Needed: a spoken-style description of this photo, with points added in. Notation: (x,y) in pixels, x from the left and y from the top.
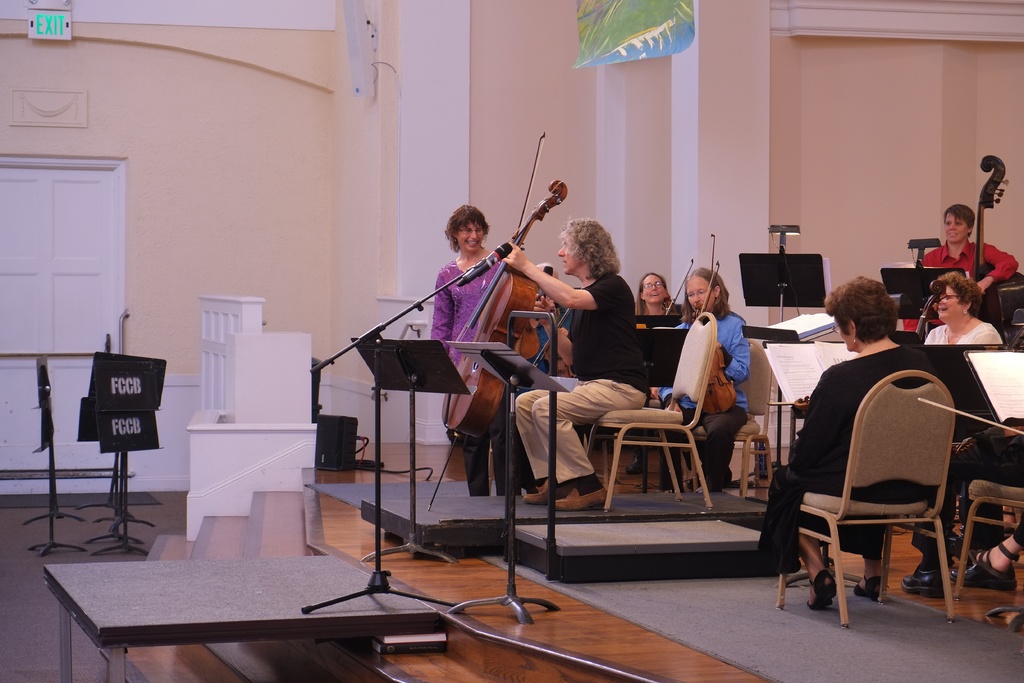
On the background (936,164) we can see a wall (337,175), door (65,210) and a exit sign board (37,34). Here we can see all persons (872,321) sitting on chairs (699,405) and playing musical instruments (512,307) and we can see books (803,366). This is a platform (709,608). We can see one woman (481,227) is standing and she is holding a smile on her face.
